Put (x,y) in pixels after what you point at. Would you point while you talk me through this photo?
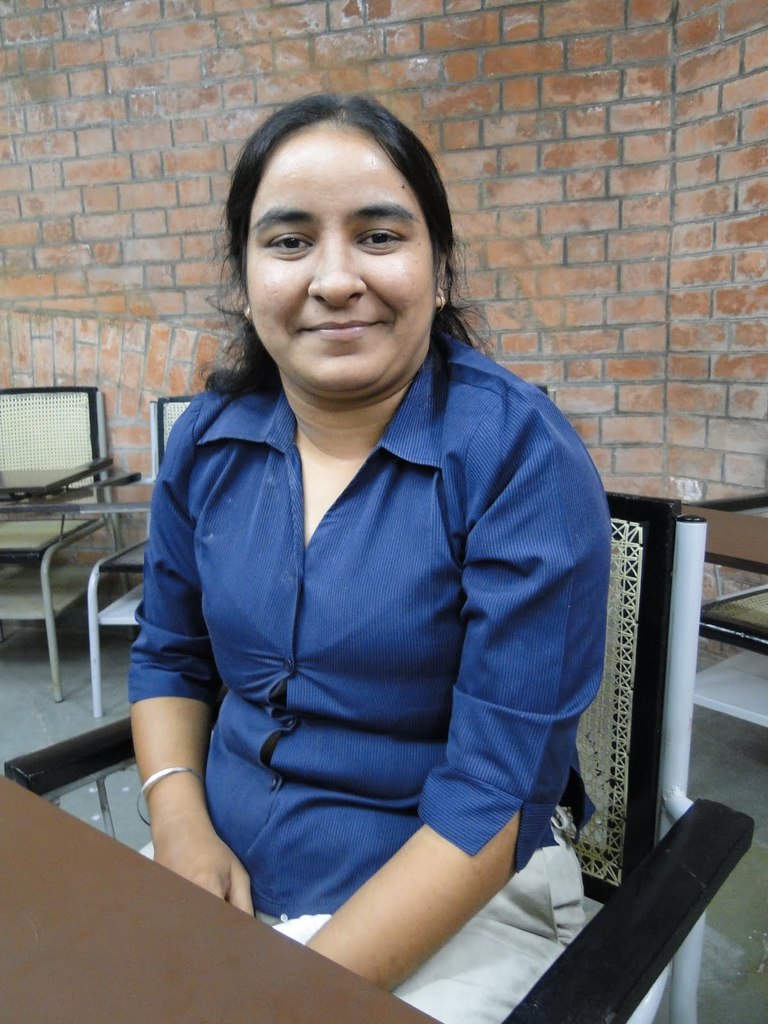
On the background (148,132) we can see a wall (451,74) with bricks (409,83), few chairs (52,467) and a table (752,522). Here we can see one woman (533,419) sitting on a chair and she is carrying a pretty smile on her face (327,246).
